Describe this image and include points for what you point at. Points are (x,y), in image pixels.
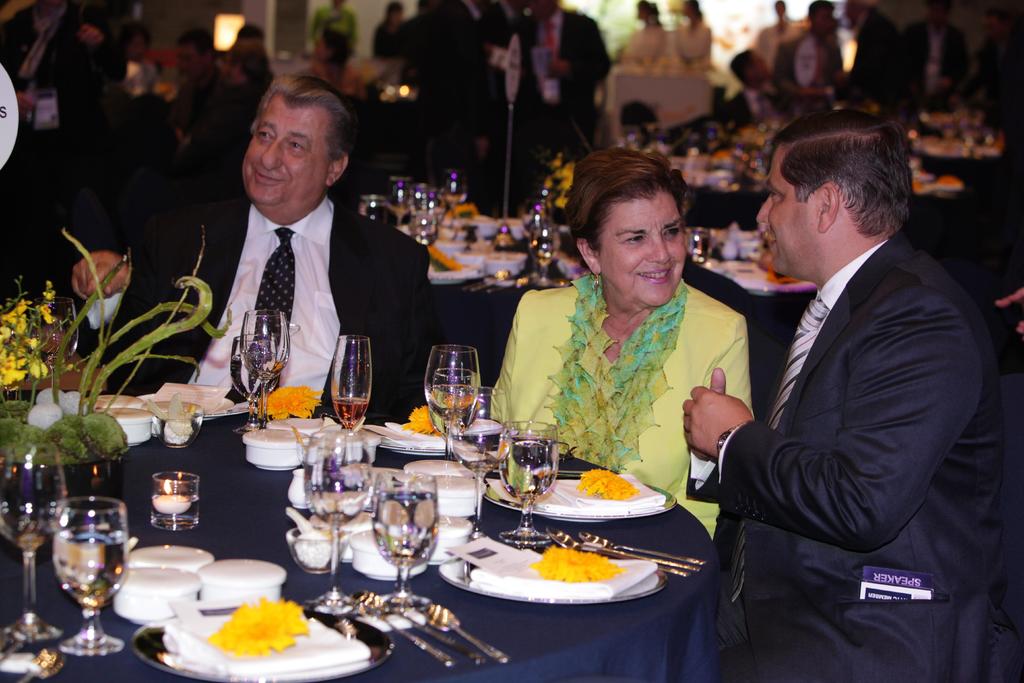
In this picture there is a table (207,515) at the bottom side of the image (357,487), which contains glasses (334,493), tissues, spoons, and other items (85,257) on it and there are people (687,450) around it and there are other people (447,89) and tables (760,196) in the background area of the image (586,20).
